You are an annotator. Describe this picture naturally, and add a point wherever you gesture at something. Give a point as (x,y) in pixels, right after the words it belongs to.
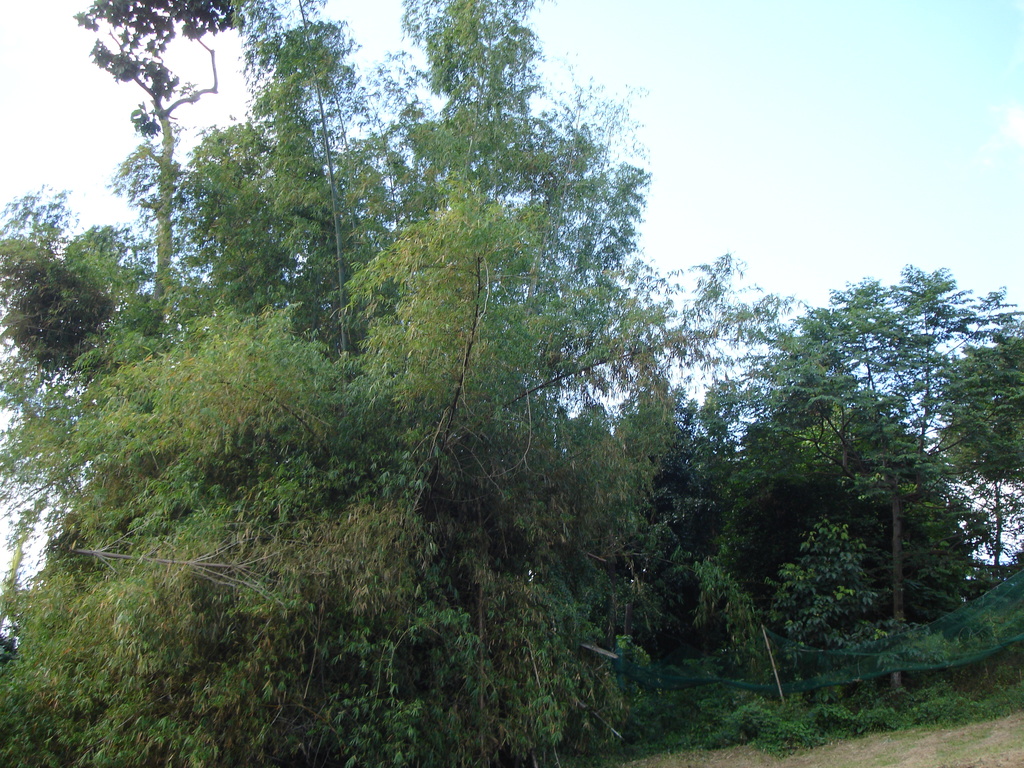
In this image on the right side (797,676), I can see it looks like a net (750,679). In the background (559,504), I can see the trees (559,397) and the sky (802,127).
